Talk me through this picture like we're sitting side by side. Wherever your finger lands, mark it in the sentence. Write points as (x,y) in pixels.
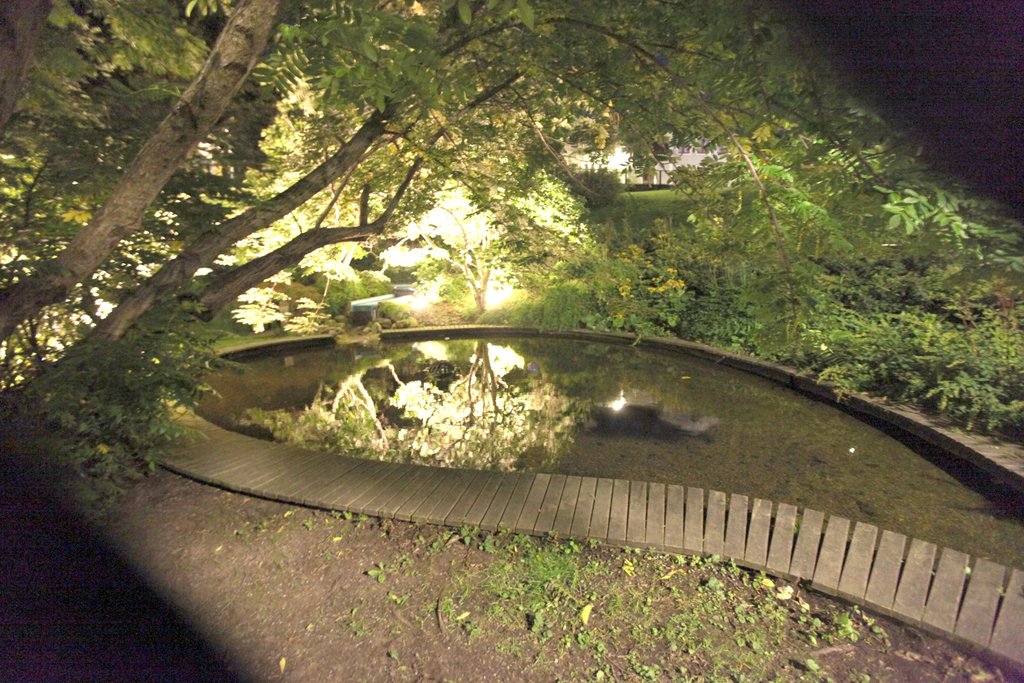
At the center of the image (491,391) there is a pond (491,391). In the background (387,197) there are trees (215,210).
